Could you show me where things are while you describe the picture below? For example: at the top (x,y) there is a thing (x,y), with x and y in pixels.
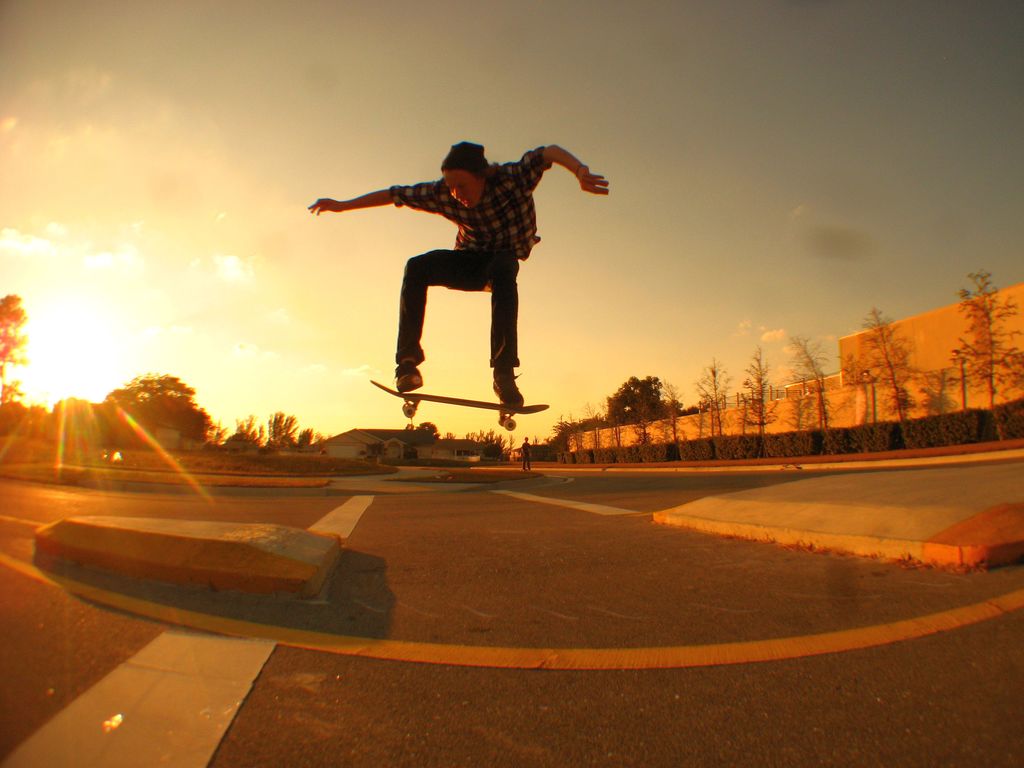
In this image I can see in the middle (383,385) a boy (515,387) is jumping with a skateboard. On the right side (826,392) there are trees (897,400) and it looks like a building (688,418). At the top (388,73) it is the sky (316,83), at the bottom (460,646) it is the road (451,656).
